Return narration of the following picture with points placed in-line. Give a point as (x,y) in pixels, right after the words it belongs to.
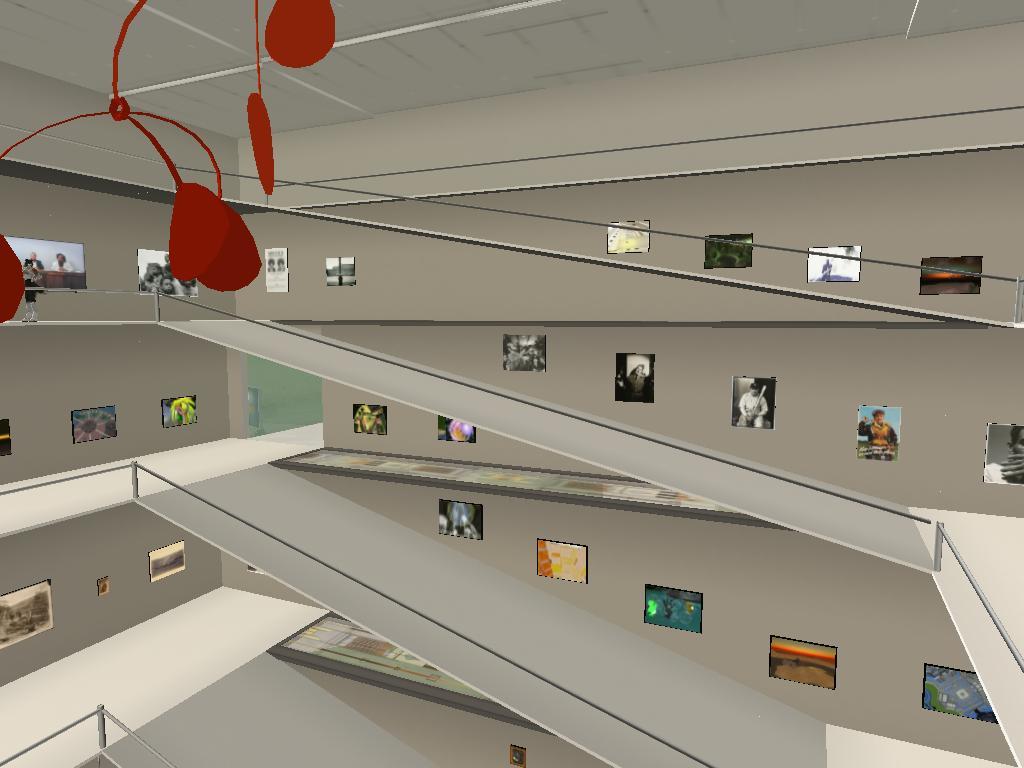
This is an animated picture. I can see the inside view of a building (399,214). I can see frames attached to the walls (861,680) and there are some other objects (962,570).
